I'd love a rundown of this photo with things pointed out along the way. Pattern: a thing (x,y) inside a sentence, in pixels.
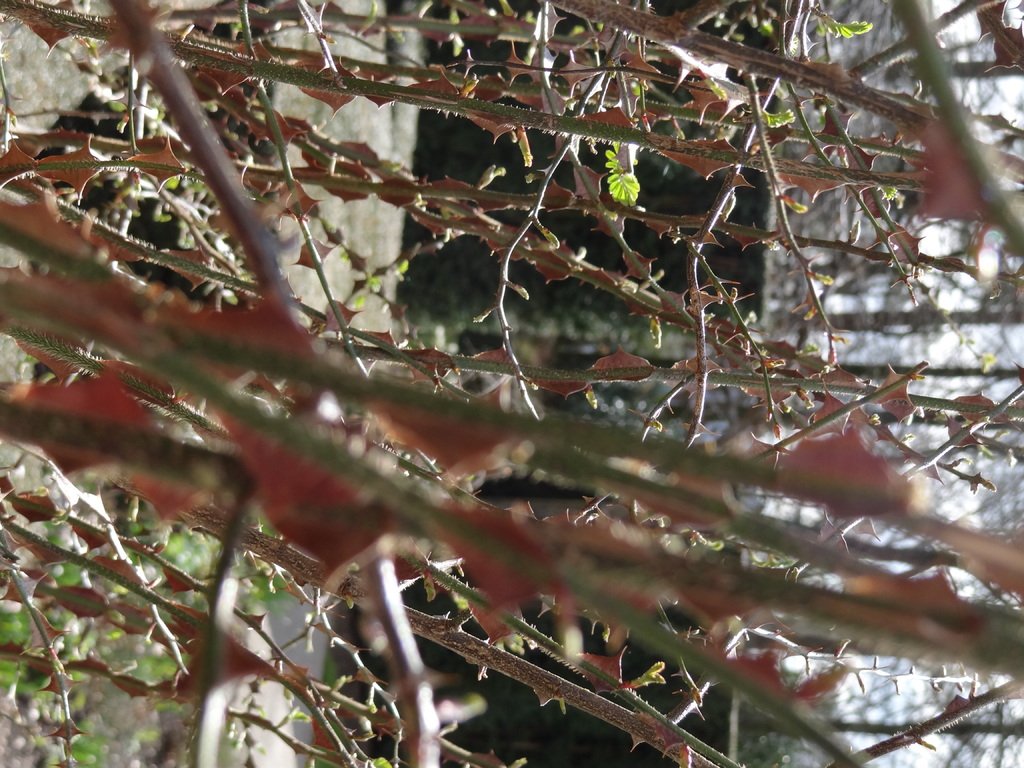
This picture shows trees (113,369) and we see thorns (479,468) to the stems (616,711).
